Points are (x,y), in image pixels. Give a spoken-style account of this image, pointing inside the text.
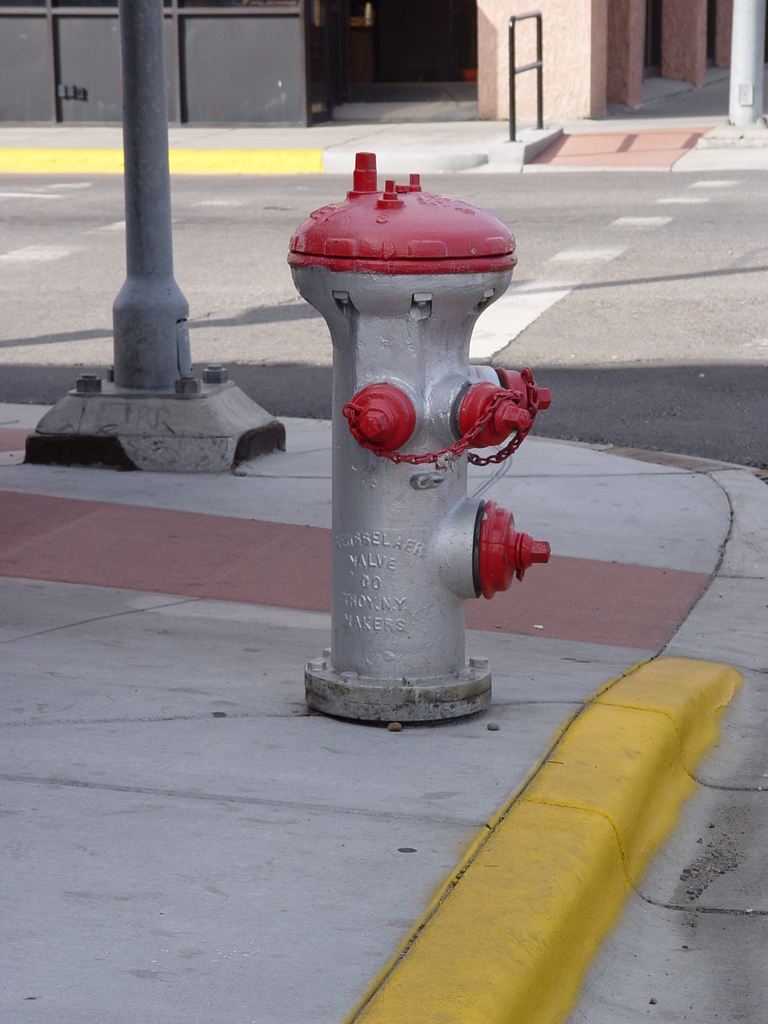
In this picture I can see a fire hydrant (354,516) and a pole (165,377) on the side walk (109,699) and looks like a building (491,99) in the background (374,65).
